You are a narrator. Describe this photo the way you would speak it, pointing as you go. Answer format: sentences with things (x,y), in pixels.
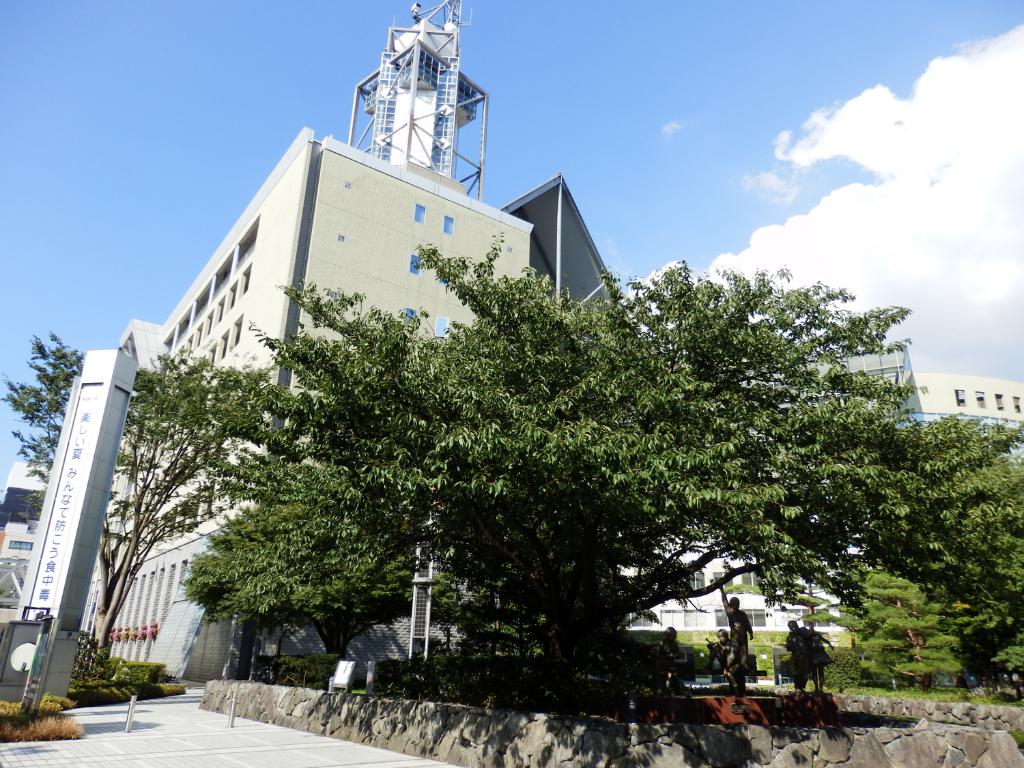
In the middle of the image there are some statues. Behind the statues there are some plants (987,678) and trees (462,340). At the top of the image (563,142) there are some buildings (310,153) and clouds (974,302) and sky (336,54).
